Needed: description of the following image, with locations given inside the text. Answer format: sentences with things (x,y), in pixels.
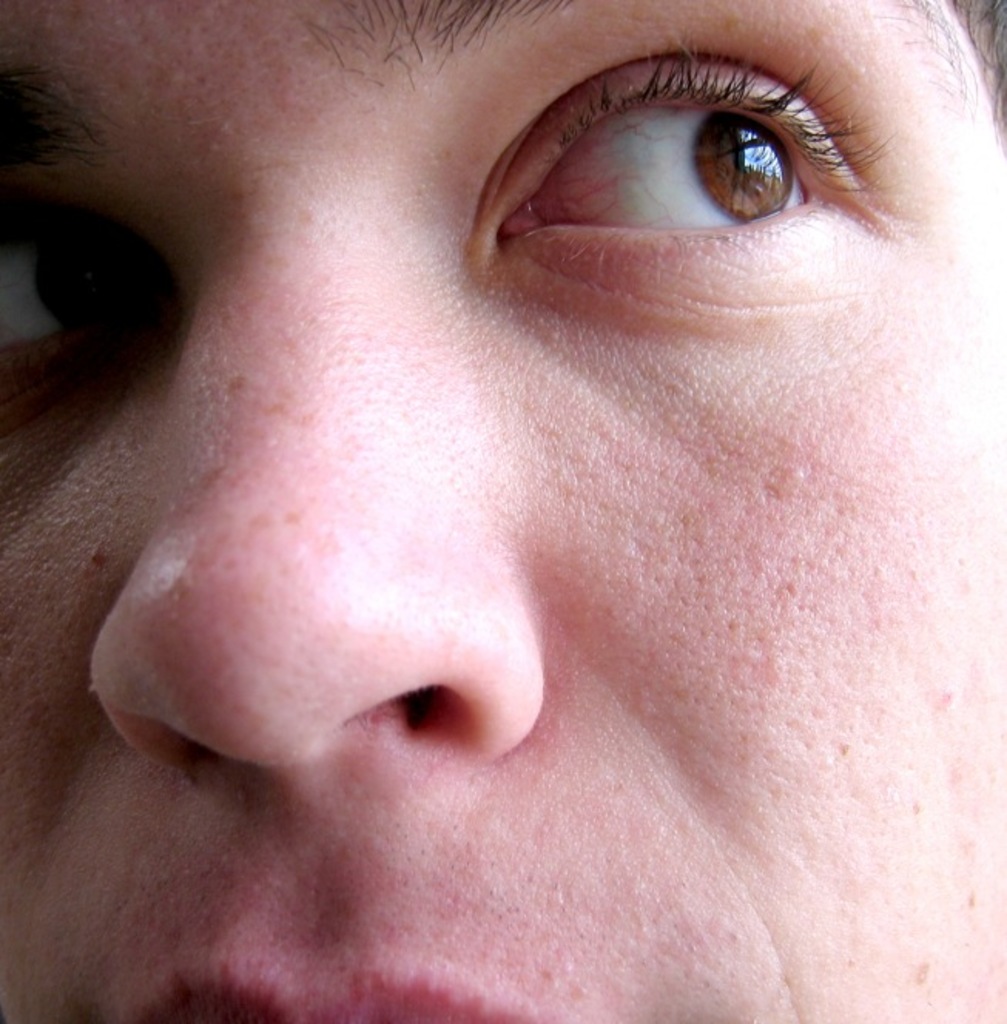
In this image I can see the person's face (633,529).
